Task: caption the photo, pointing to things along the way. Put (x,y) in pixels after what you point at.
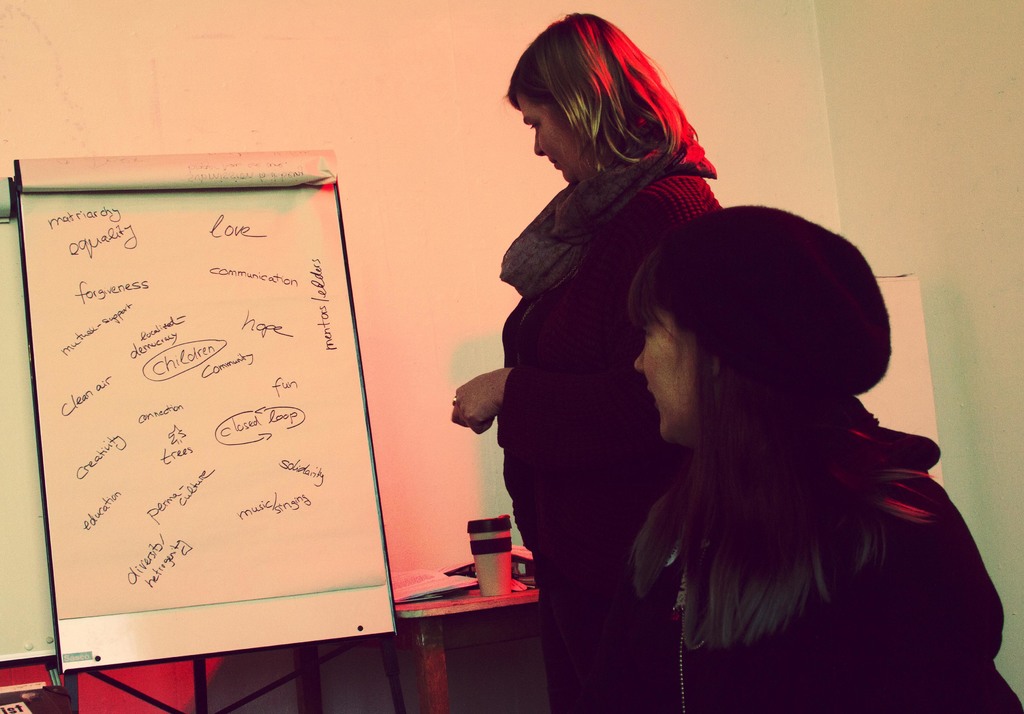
In this picture I can see on the left side (327,282) there is a paper board (213,415), in the middle (618,246) a woman (603,217) is standing and looking at that board (348,349). She wore black color coat (597,292) and scarf (557,210), on the right side (793,335) there is another woman (789,569) she is also looking at that side, She wore black color cap (832,349) and there is the wall (928,110) in this image.
